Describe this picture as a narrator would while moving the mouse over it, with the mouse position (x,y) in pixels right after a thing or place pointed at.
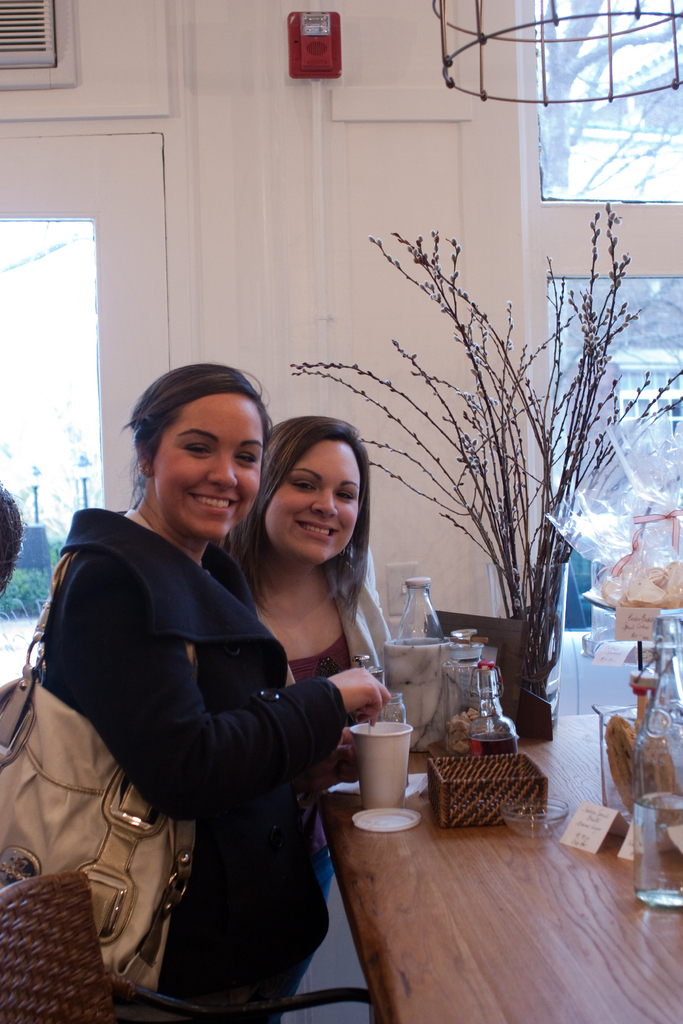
The picture consists of two women (332,778) standing in front of the table (462,893), where one woman (237,716) is wearing a black coat (242,778) and carrying a handbag (101,833), in front of them there is a table (634,978) on which glasses (405,767), bottles (486,714) some baskets (507,764) are present, behind them there is a big wall (469,184) and glass window (1,287).
